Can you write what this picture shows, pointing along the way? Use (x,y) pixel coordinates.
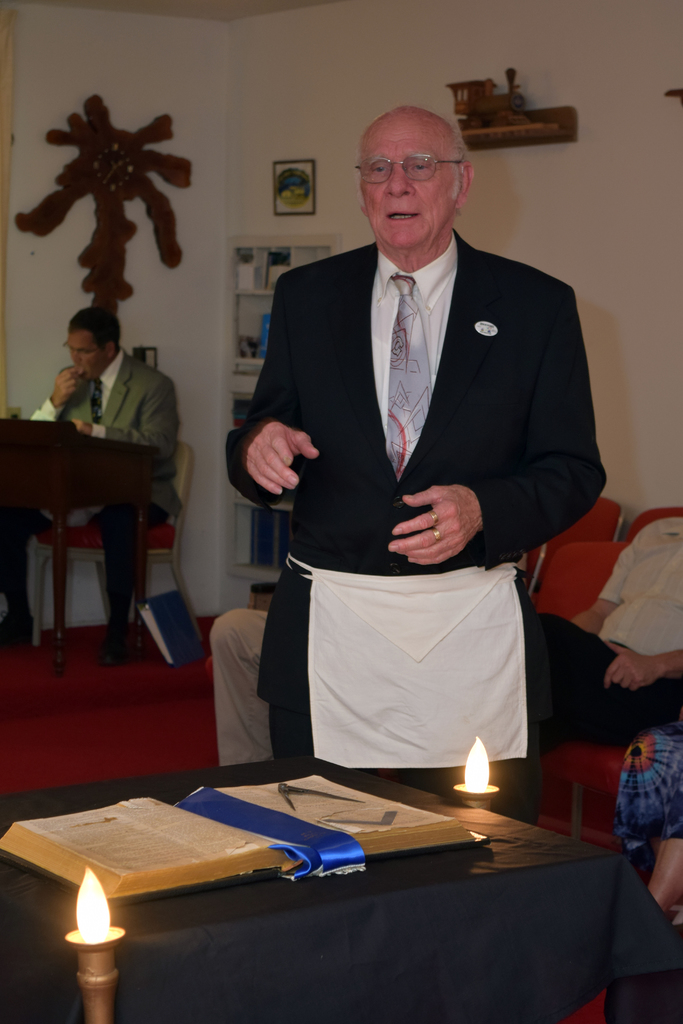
In this image i can see a person (426,570) stand in side view of a room (201,275) and in front of him there is a candle (471,756), there is a table (391,860) on the table (381,868) there is a book (246,830). on the left corner (80,427) i can see a person (152,496) sit on the chair (169,542) and back side of him there are some objects (273,251) kept on the wall (292,228). And on the right corner (583,683) i can see a person (594,699) sit on the red color chair (580,789).
